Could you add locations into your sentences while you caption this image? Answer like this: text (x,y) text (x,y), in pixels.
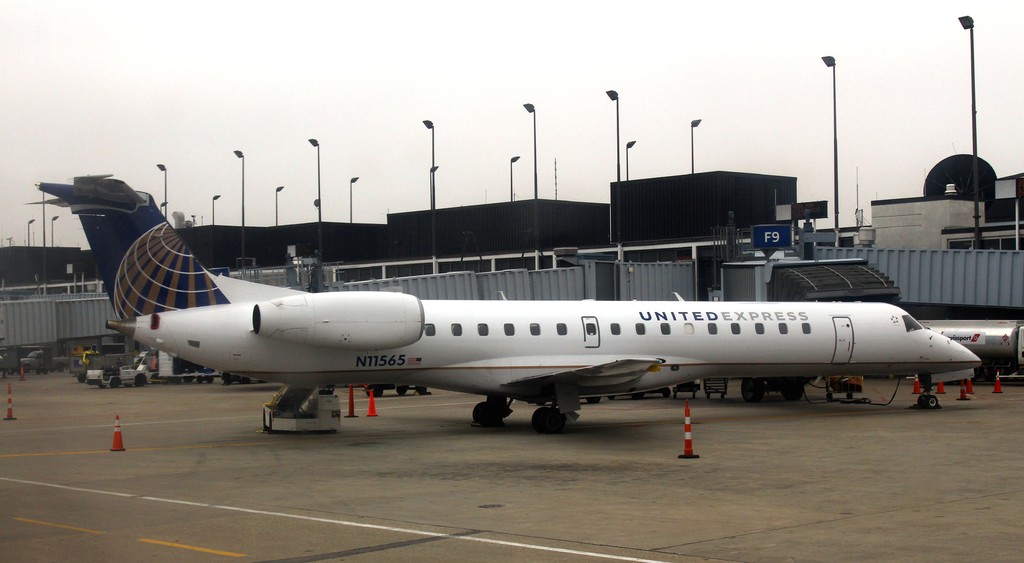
As we can see in the image there is a plane (467,382), traffic cones (121,440), vehicle (110,374), building (75,270), street lamp (606,91) and sky (591,56).
